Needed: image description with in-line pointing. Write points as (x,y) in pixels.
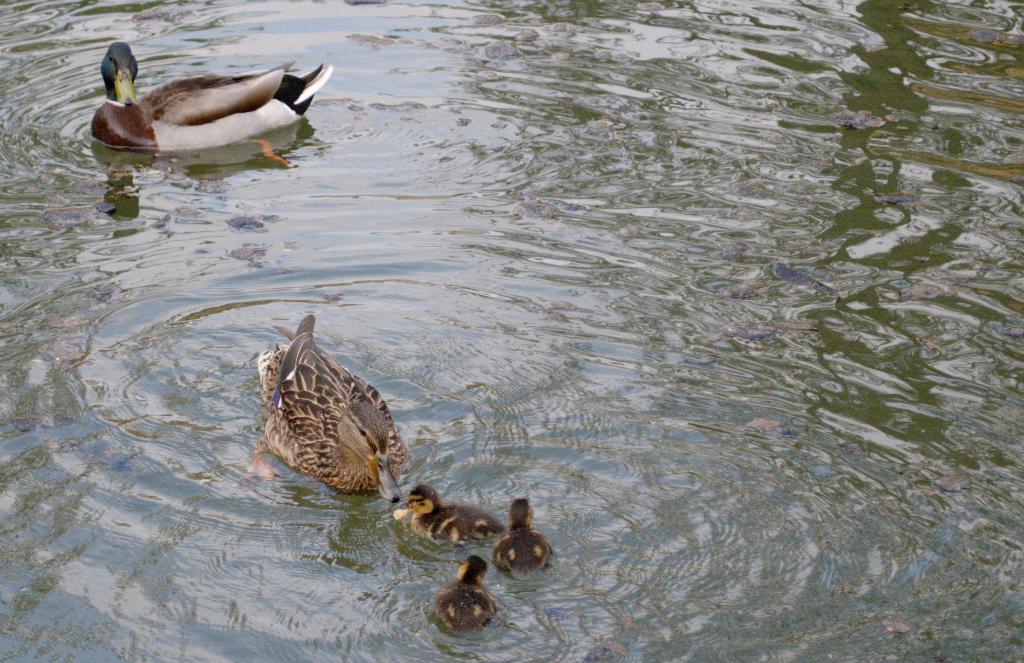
In this image we can see ducks (355,399) and ducklings (488,521) on the water (532,151).
